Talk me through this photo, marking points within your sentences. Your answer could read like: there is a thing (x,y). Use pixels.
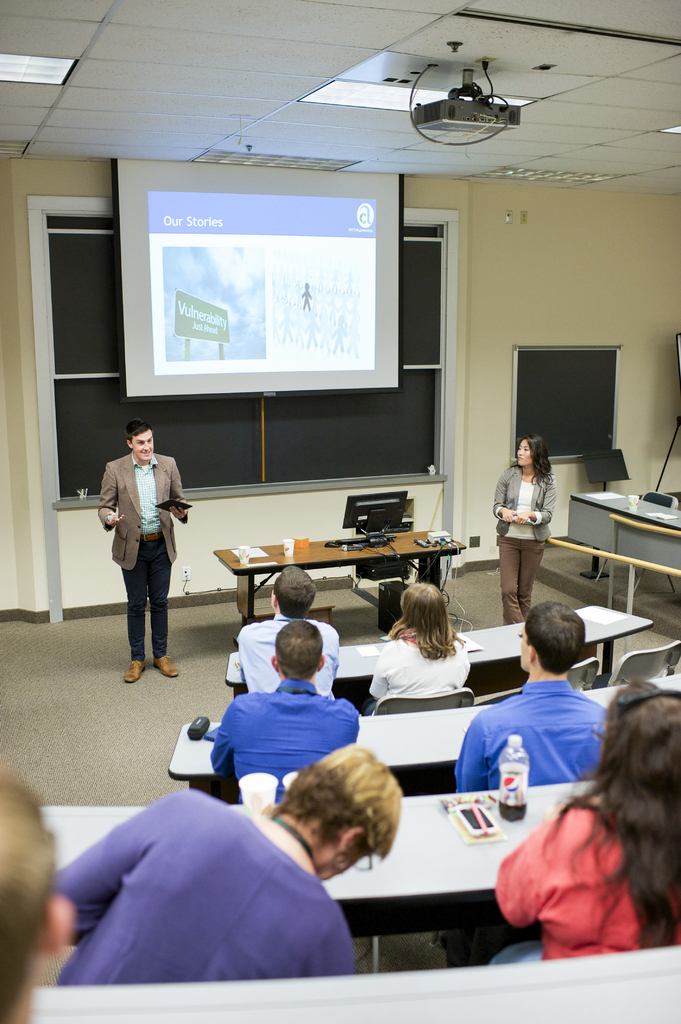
In the center of the image (434,646) we can see a few people (650,853) are sitting on the chairs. In front of them, we can see tables (472,891). On the tables (478,913), we can see one water bottle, phone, black box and a few other objects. In the background (427,323) there is a wall (314,527), table (314,554), board (341,436), screen (288,306), stand (607,466), monitors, glasses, one box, papers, lights (580,181), two persons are standing and a few other objects (380,568). Among them, we can see one person (132,536) is holding some object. On the screen (256,337), we can see some text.
